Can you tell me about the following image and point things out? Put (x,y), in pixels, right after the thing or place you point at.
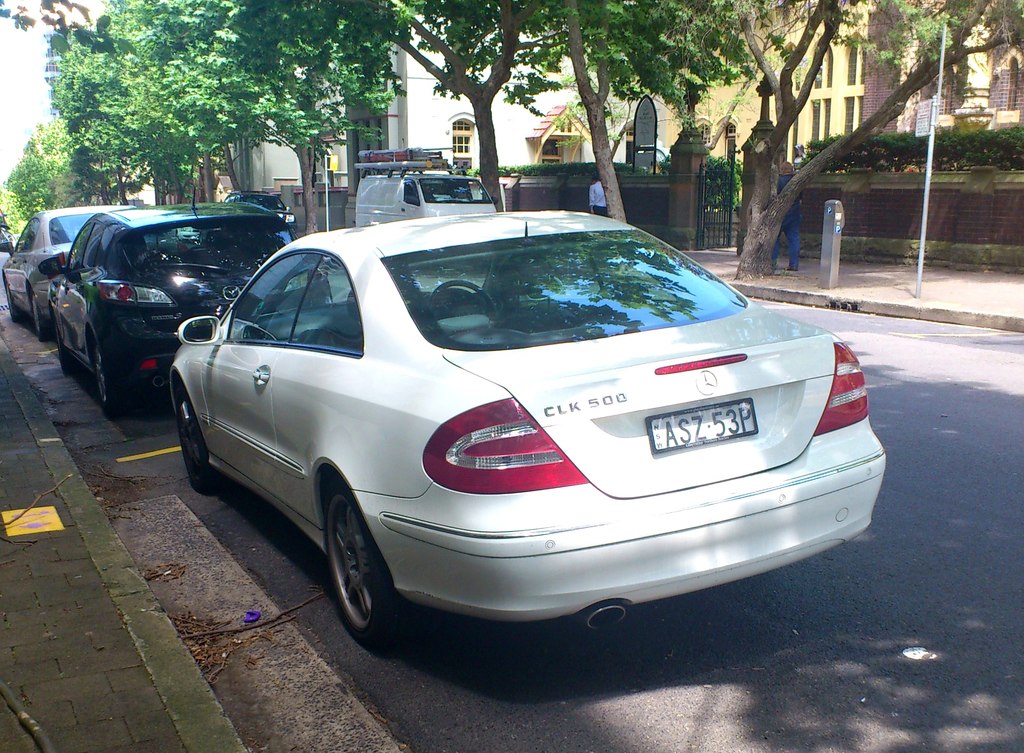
In the picture there are few vehicles (458,605) parked beside the road (222,503) and on the other side of the road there are many trees (196,70) and behind the road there are two houses (781,67) and there is a vehicle (427,179) in front of one of the building (531,160).
